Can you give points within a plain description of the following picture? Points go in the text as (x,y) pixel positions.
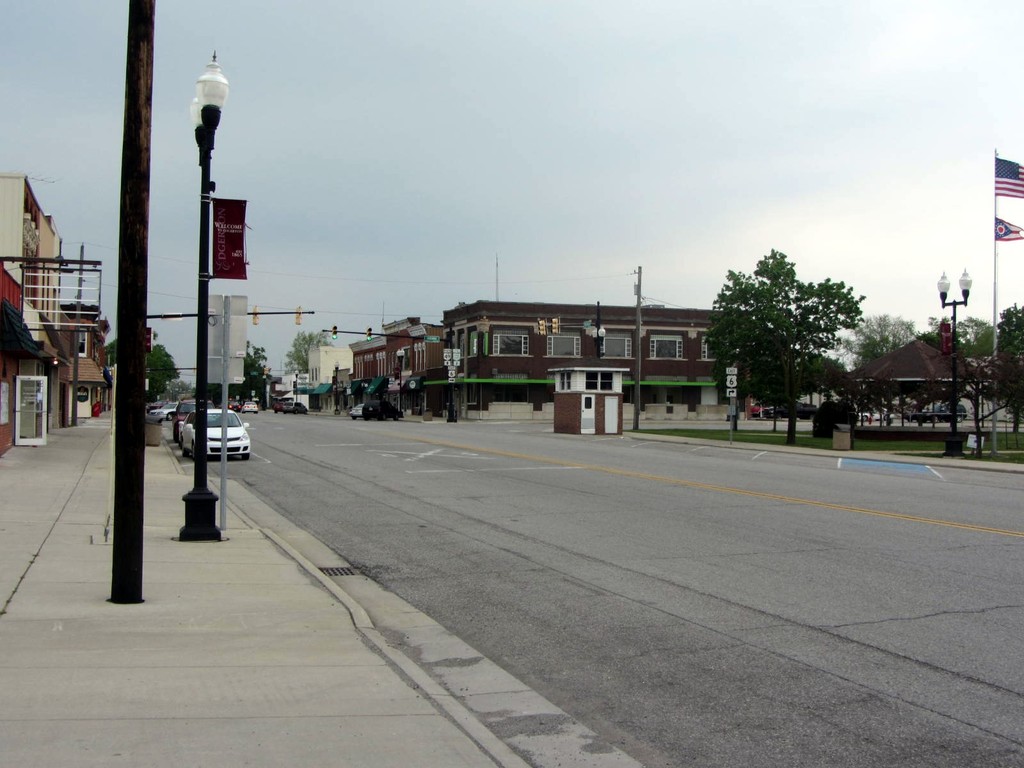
In this image we can see group of vehicles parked on the road (335,432), light poles (206,409). To the right side of the image (1001,239) we can see two flags (1017,236) on poles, sign boards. In the background (472,356), we can see a group of buildings (394,363) with windows (407,357), trees (1014,397), traffic lights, booth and the sky (643,179).
